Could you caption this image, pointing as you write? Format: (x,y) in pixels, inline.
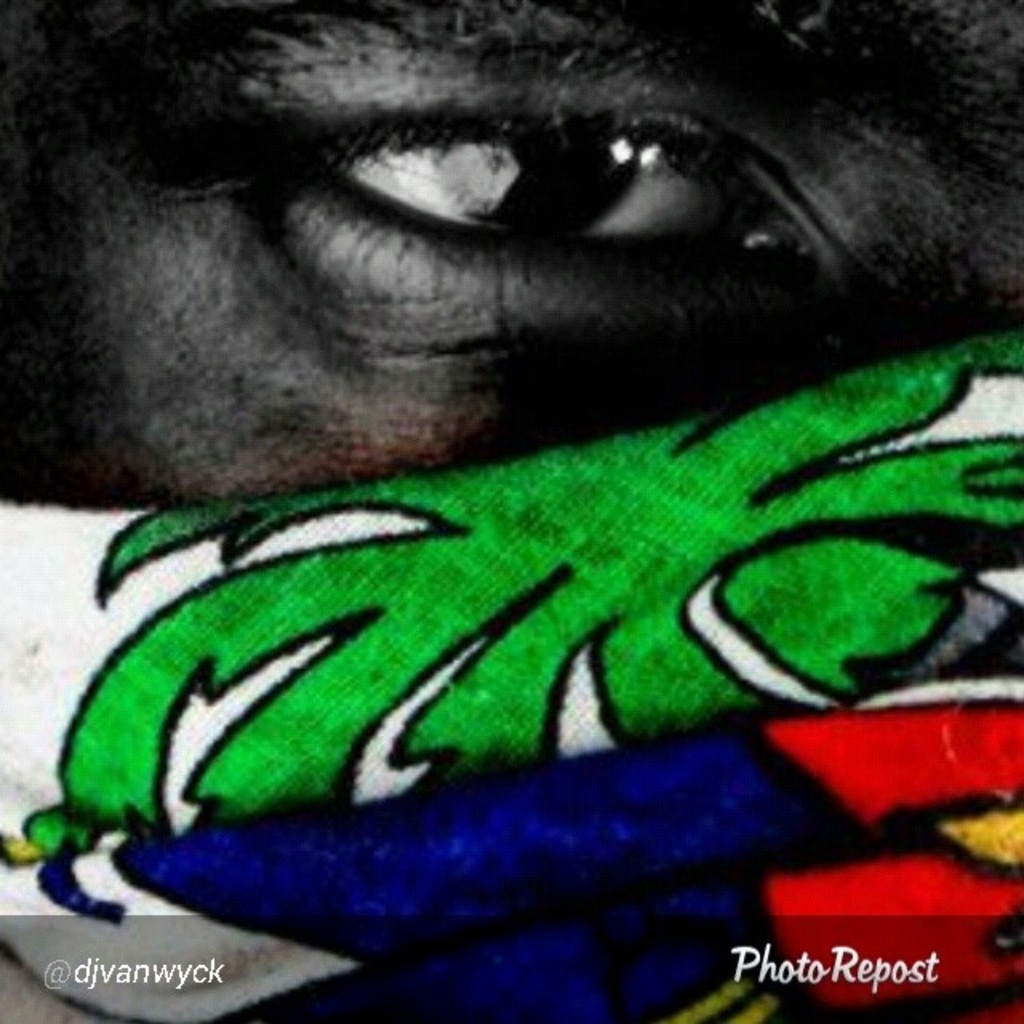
In this image we can see a person's eye (498,211), and some flag cloth (522,729) on a face (15,367), also we can see some text (144,973) on the image.
